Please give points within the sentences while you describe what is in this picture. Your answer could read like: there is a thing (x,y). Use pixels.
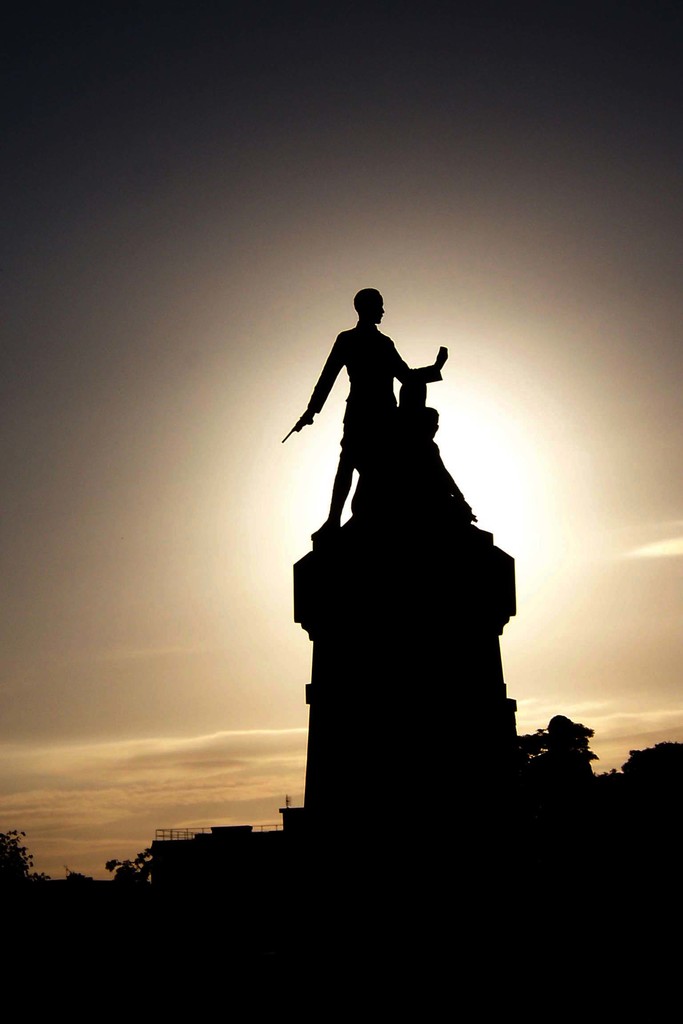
In this image I can see two persons statues (393,522). In the background (243,811) I can see few trees (16,841) and the sky (169,285) is in white and gray color.
